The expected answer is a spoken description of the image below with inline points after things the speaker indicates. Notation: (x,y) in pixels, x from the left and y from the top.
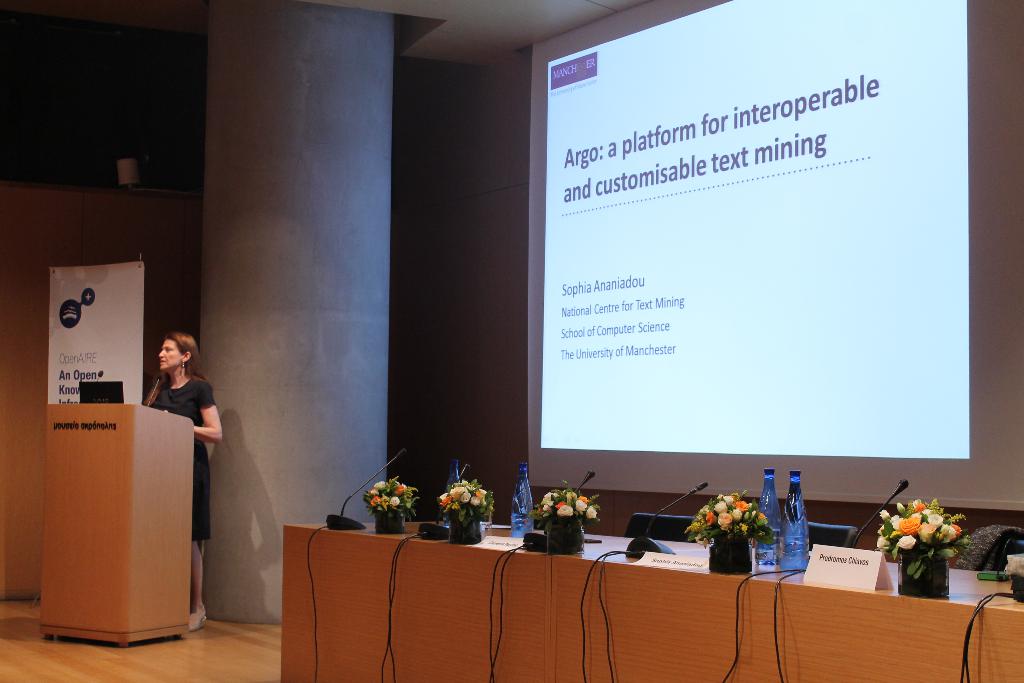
This is an inside view. On the right side (903,153) there is a screen (698,193) on which I can see some text (608,327). At the bottom (515,617) there is a table (469,617) on which few flower pots (595,510), bottles (797,524), microphones (426,531) are placed. Behind the table (613,538) there are few empty chairs (672,528). On the left side (193,373) there is a woman (205,405) standing in front of the podium (97,506). At the back of her there is a pillar (243,323). In the background (52,288), I can see a white color banner (103,306) which is attached to the wall (108,231).
